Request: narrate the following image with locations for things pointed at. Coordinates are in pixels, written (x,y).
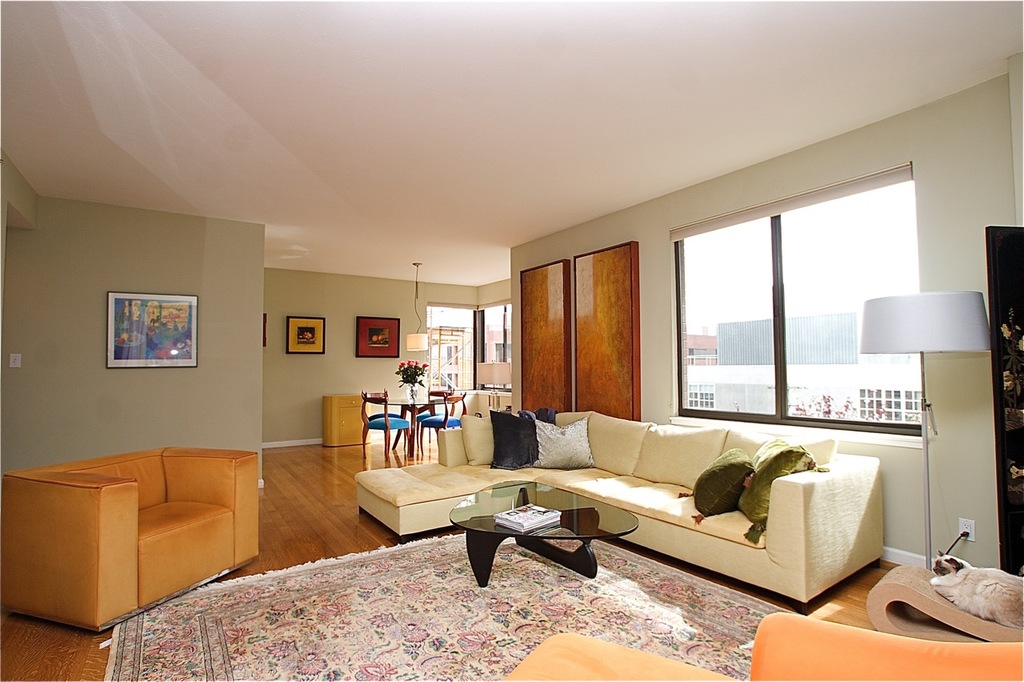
This is an image inside the room (275,639). Here we can see a sofa set (594,482), table (560,510), carpet (465,599) on the floor (426,619). There is a dining table (408,404) with flower vase (408,386) on it. There are photo frames (386,342) on the wall (317,355). This is the glass window (797,326) through which we can see a building (838,354). On the right side of the image (979,596) we can see a cat (962,594) sitting.
